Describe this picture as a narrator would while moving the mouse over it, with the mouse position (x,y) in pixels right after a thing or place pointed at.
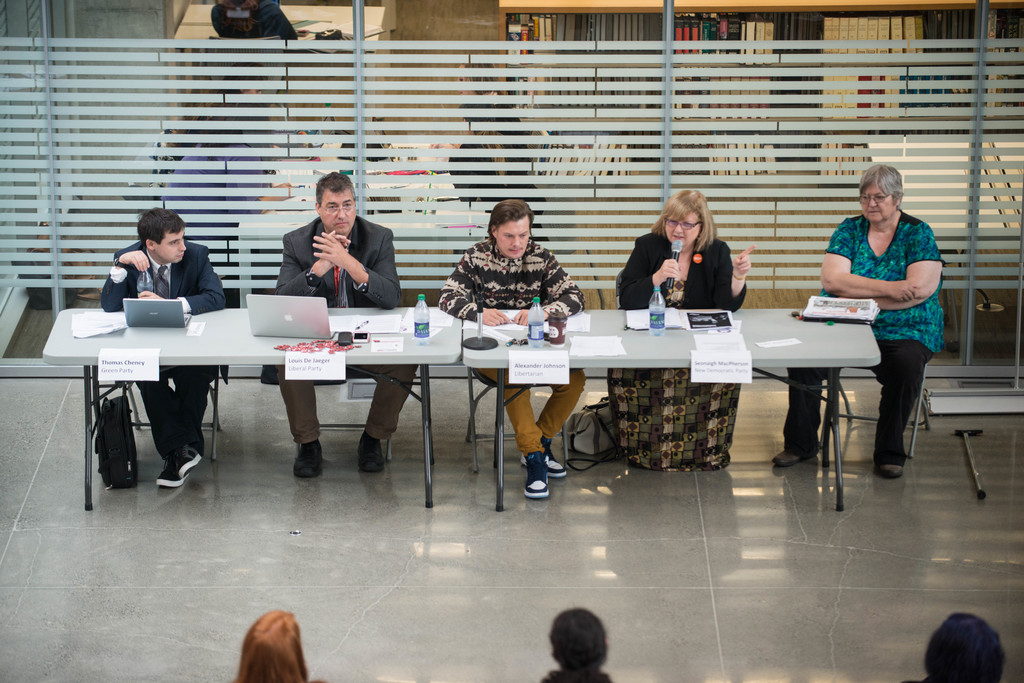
In this picture there are people (660,261) sitting on chairs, among them there is a woman (668,424) holding a microphone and we can see laptops (275,315), papers (739,359), stand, bottles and mobiles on tables (295,337) and floor (477,572). In the background of the image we can see glass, through glass (299,95) we can see people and books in racks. At the bottom of the image (240,649) we can see heads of people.
